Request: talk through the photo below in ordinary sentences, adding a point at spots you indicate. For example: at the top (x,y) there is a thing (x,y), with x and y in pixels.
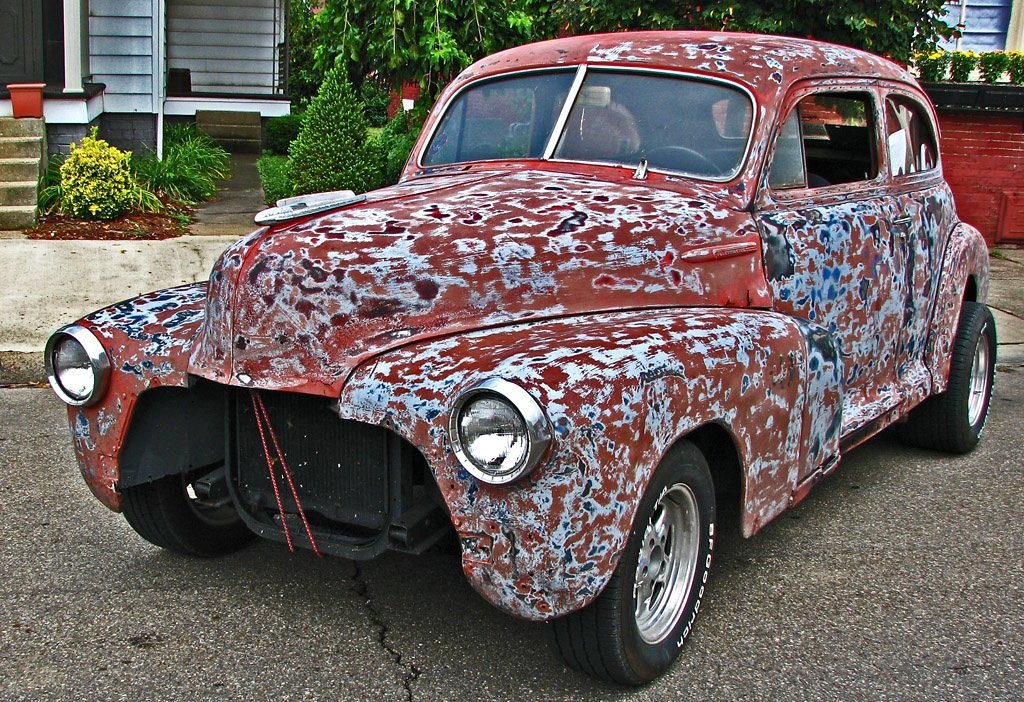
In this image we can see a car (570,508) with group of headlights (521,465), glasses (677,168) parked on the road (387,666). In the background (991,101), we can see group of plants (964,61), trees (449,51), buildings (268,60) and a staircase (1,137).
